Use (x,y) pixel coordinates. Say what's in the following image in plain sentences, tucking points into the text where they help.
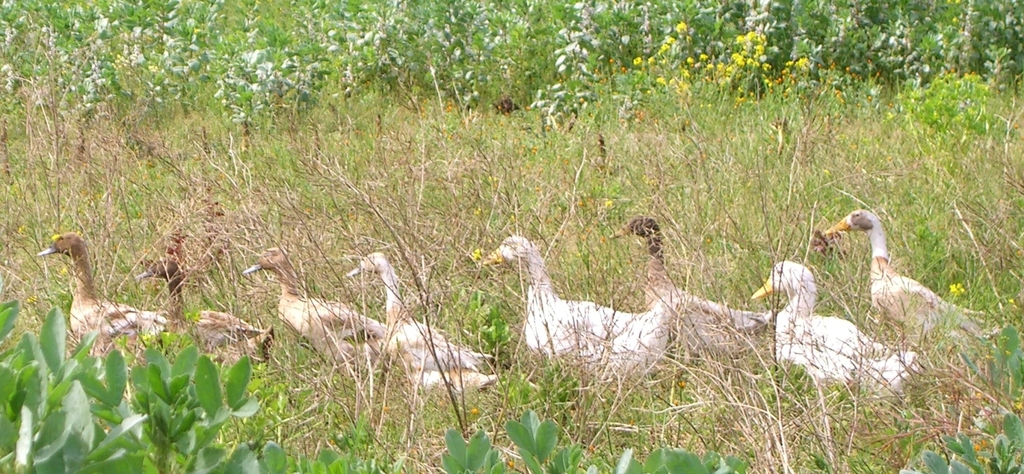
In this picture we can see ducks (875,293), there are some plants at the bottom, in the background (861,45) we can see some flowers (732,58) and trees (721,52).
